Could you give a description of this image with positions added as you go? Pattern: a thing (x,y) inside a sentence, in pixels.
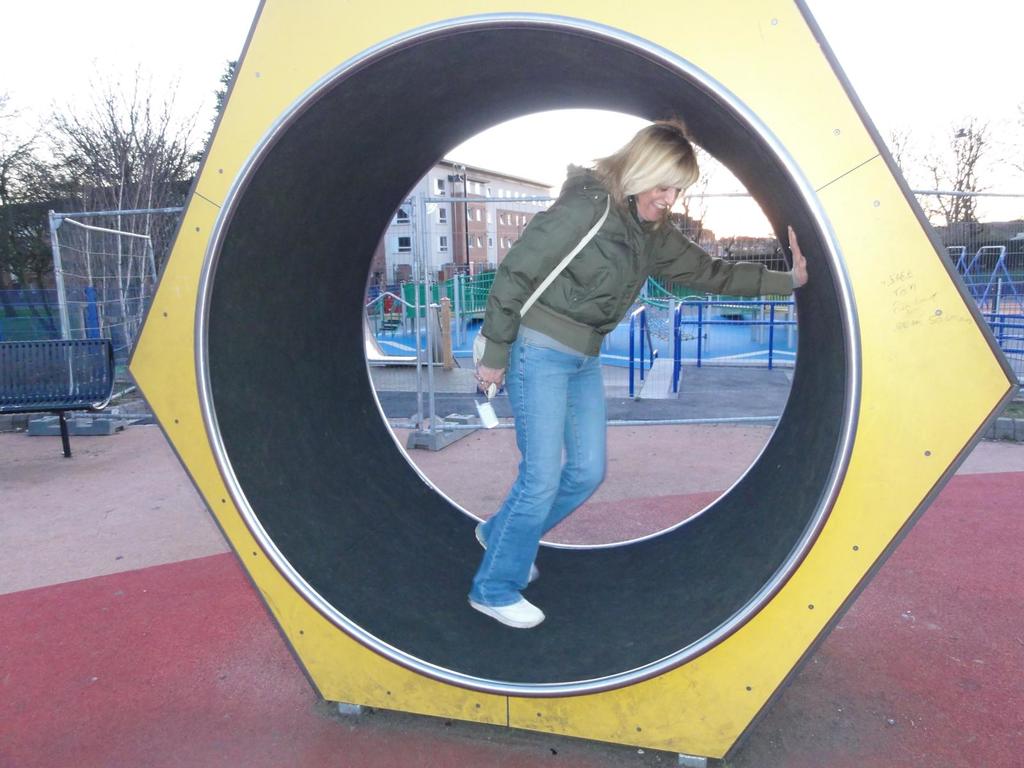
In this image we can see a woman (566,388) standing on the floor (392,381), bench (35,412), grills (441,328), buildings (455,234), trees (125,148), fences (138,303) and sky (992,131).
